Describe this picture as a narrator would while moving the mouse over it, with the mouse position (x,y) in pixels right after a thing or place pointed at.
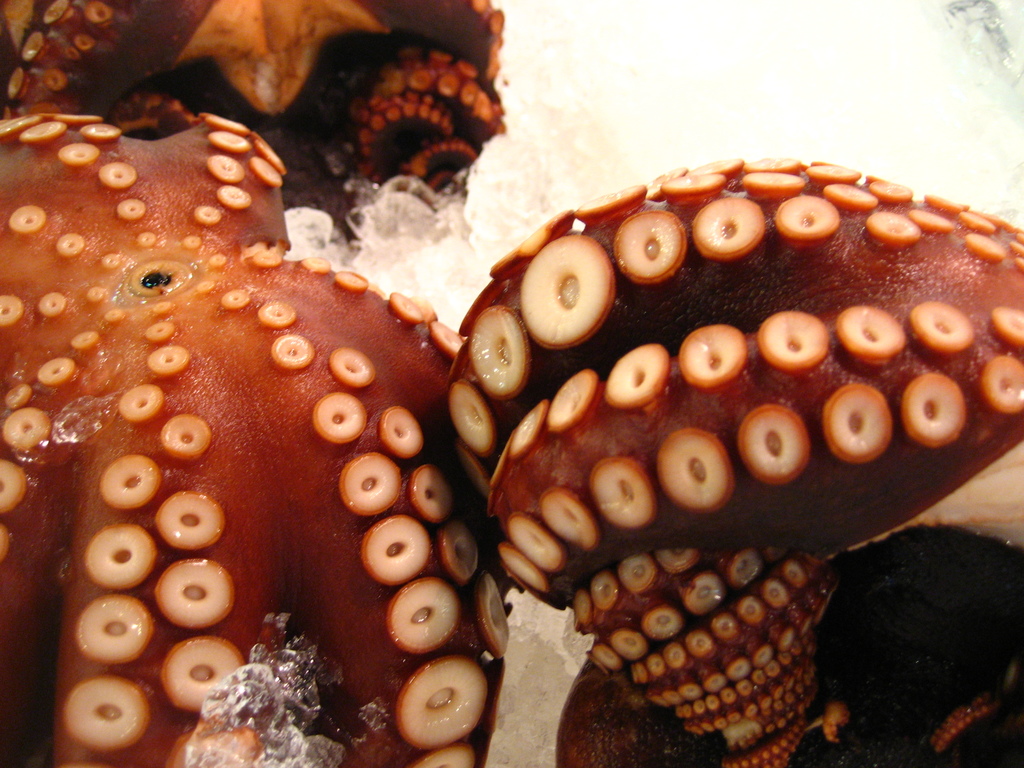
In this picture I can see a thing (405,322) which looks like an octopus (258,278) and on the top of this picture (597,121) I can see the white color thing (495,164). On the right bottom of this picture (894,662) I see a black color thing (893,620).
